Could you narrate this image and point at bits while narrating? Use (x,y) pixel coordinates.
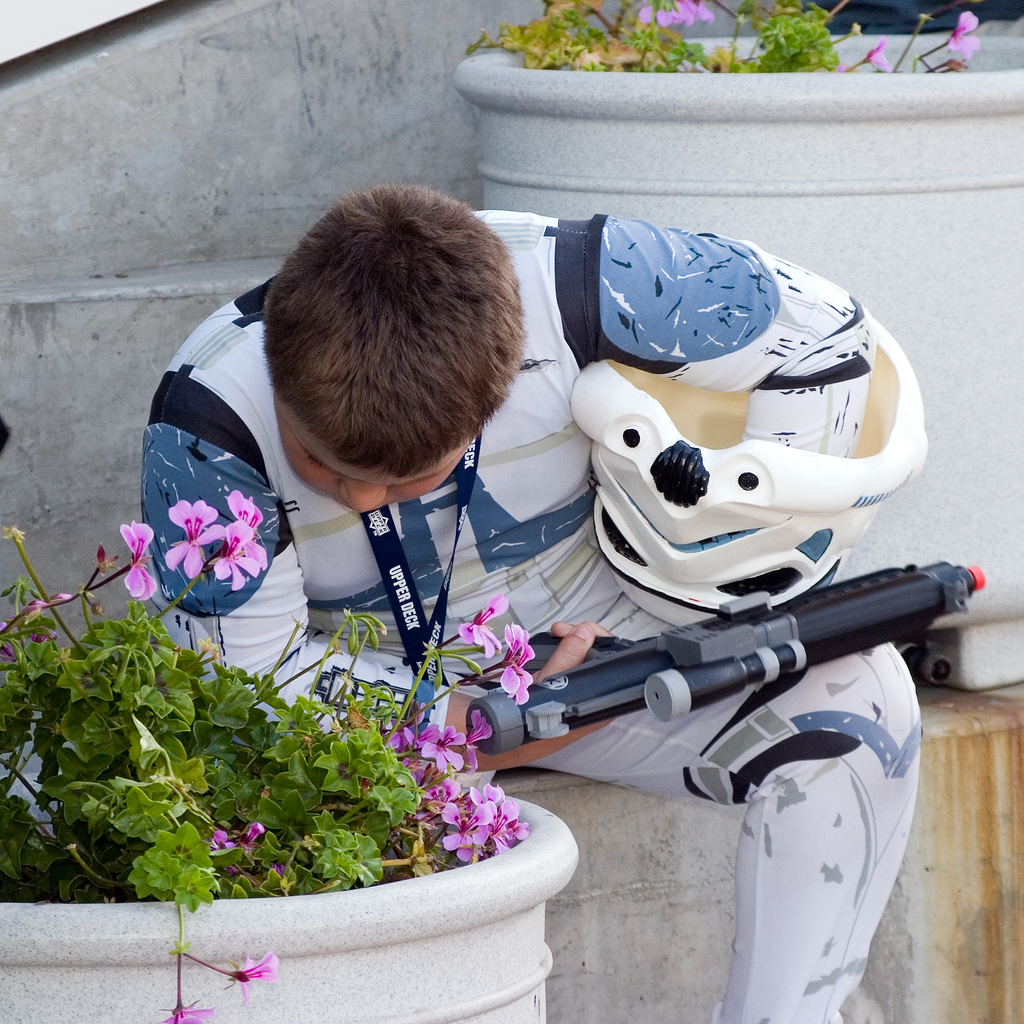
In this picture I see a person (531,561) holding weapon toy (646,669). I can see the plants (336,841).
